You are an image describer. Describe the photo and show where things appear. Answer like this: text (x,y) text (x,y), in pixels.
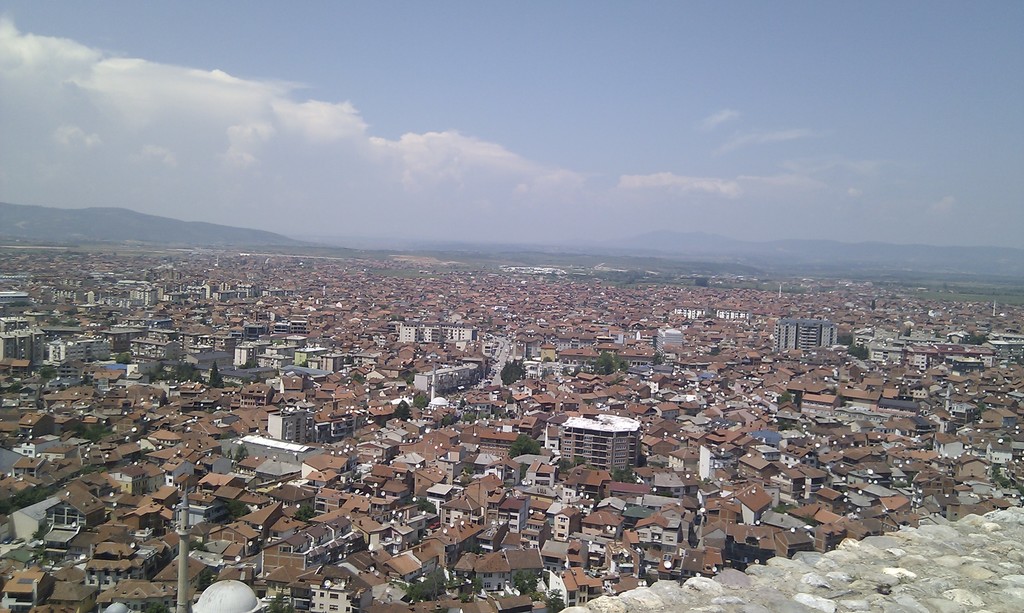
This picture is clicked outside the city. In the center (465,283) we can see many number of buildings (583,421) and houses (796,480). In the background (526,89) there is a sky (619,133) which is full of clouds (203,138) and we can see the hills (191,227).
